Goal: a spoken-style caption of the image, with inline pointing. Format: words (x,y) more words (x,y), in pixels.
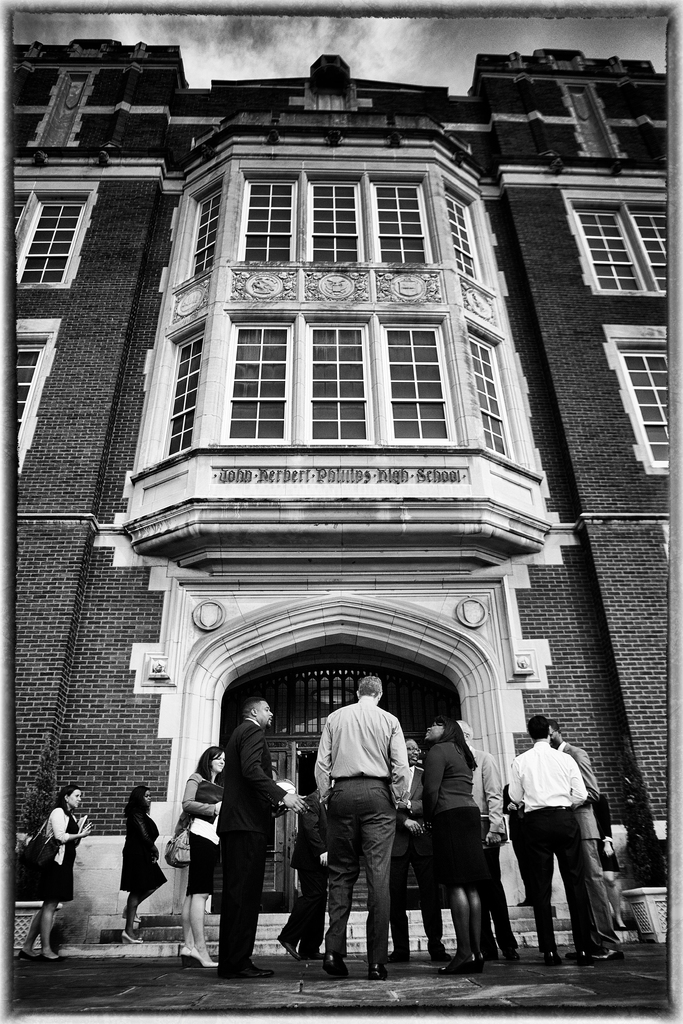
This is a black and white image, where there are persons (531,867) standing on the side path (485,971). In the background (431,367), there is a building (431,367). On the top (391,55), there is the sky (383,35) and the cloud (418,36).
